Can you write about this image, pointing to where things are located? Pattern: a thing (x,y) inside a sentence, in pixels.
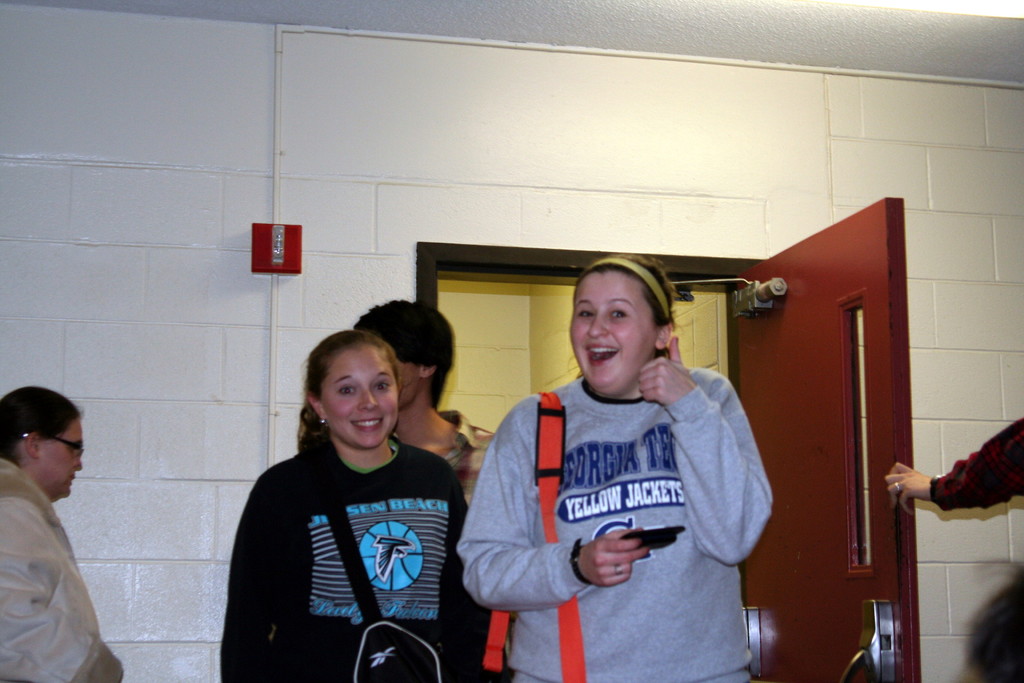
In the center of the picture (406,387) there are group of people (562,472) and a door (765,310). On right (964,470) there is a person's hand (916,486). On the left (41,476) there is a woman (49,459) walking. In the background (447,196) it is wall (959,365). At the top (696,9) it is ceiling (684,18). In the center of the wall (313,245) there is a red color object (276,243).
